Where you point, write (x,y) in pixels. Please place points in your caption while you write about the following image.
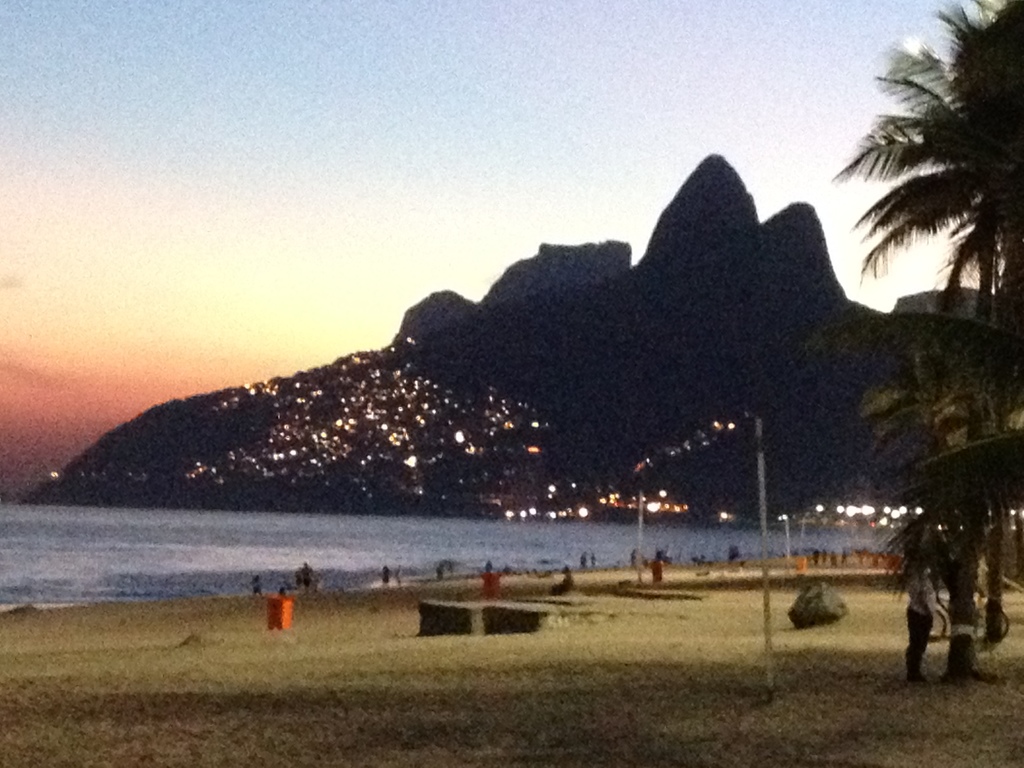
Here in this picture we can see a beach (531,651), as we can see water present on a place over there and on the ground (380,593) we can see sand (423,687) present all over there and we can also see trees (947,561) present on the ground (327,702) and we can see people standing and walking and sitting on the beach (585,591) over there and we can also see light posts (765,525) present and in the far we can see lights (394,443) present in the city (440,415) over there.
